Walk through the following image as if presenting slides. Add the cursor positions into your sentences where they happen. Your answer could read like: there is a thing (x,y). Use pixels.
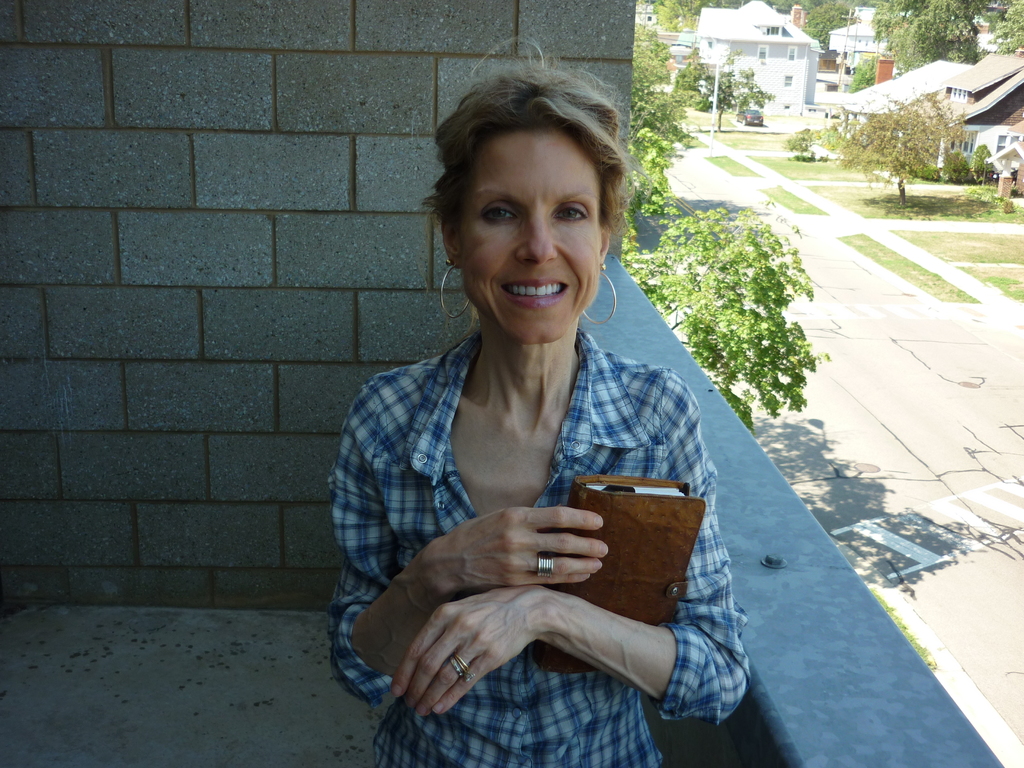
In this picture there is a woman (418,487) wearing a blue and white color shirt (403,523), holding a book (610,561) in her hands (592,549). She is smiling. We can observe a wall (132,265) behind her. On the right side (957,449) there is a path (860,284). We can observe some buildings (810,46) here. There are some trees (651,79).
